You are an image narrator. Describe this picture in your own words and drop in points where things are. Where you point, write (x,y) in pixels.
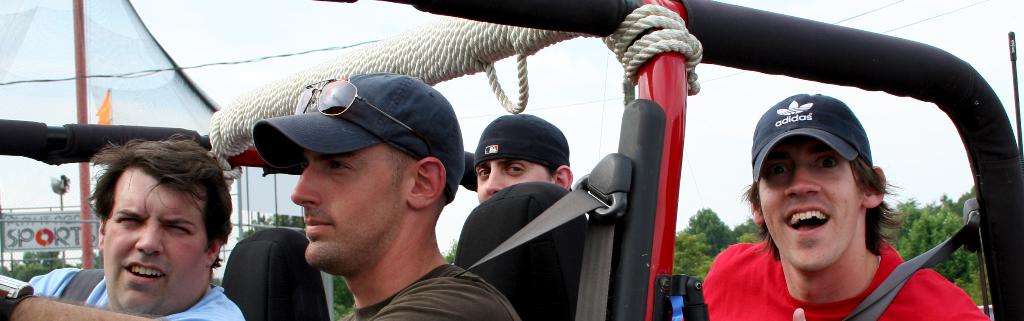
This picture shows few people (865,234) seated in the Jeep (808,51) and we see few of them wore caps (552,158) on their heads (438,150) and a man (299,145) wore sunglasses (307,100) on the head (395,165) and we see trees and an advertisement hoarding (42,211) on the side and a cloudy sky (470,79).
